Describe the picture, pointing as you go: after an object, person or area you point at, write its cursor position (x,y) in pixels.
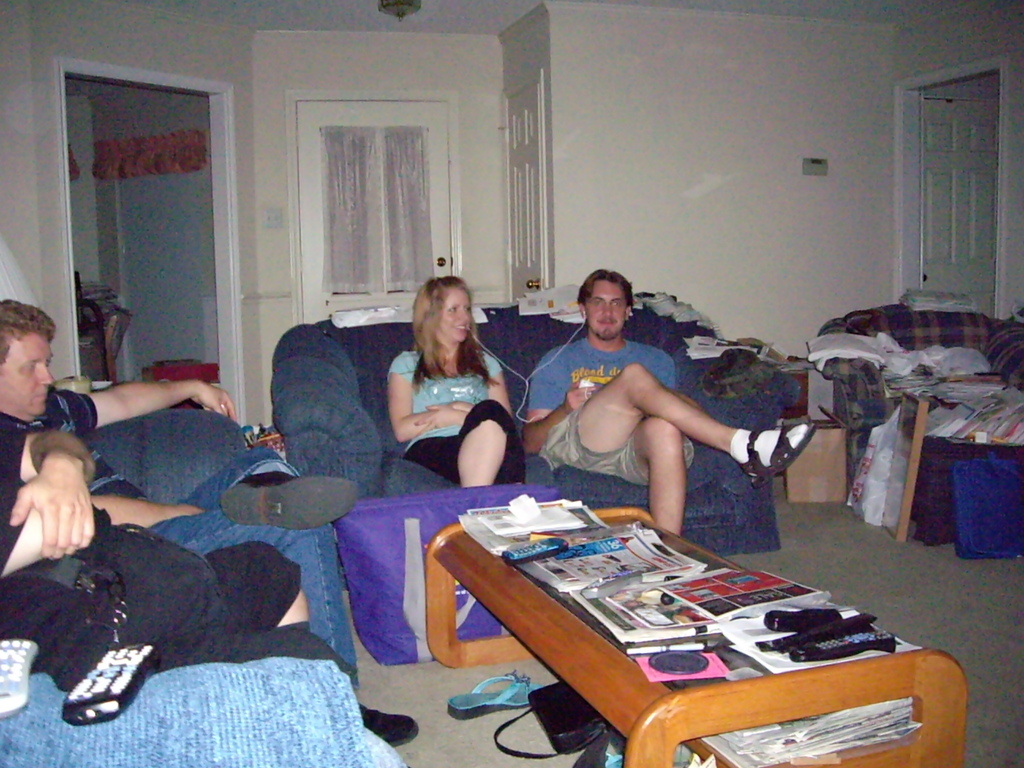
In this image there are group of person (428,432) sitting on a sofa (359,450). At the left side (17,683) on the sofa (45,698) there are two remotes (108,693). In the center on the table (672,639) there are books (664,611), papers (664,611), remotes (817,634). The person (616,403) sitting on the sofa (514,400) in the center (443,375) is smiling. In the background (967,166) there are wall (792,122), doors (930,189) at the right side (938,392) on the sofa (929,339) there are papers (955,388). On the floor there is a blue colour bag (997,531) and white colour plastic packet (876,479). In the center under the table (534,651) on the floor (494,746) there is a black colour bag (571,728) and slipper (510,686).
